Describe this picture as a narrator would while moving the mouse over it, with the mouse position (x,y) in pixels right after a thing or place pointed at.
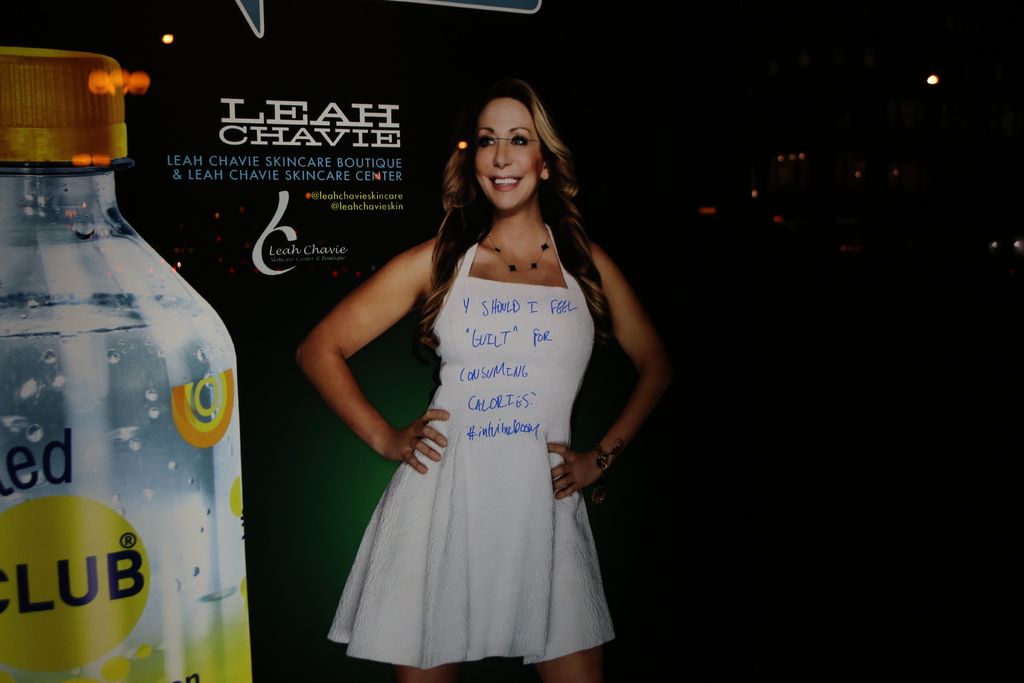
In this image, There is a woman (512,516) standing in the middle (484,324) and wearing a white color top (489,431) and in the left side (72,443) there is a bottle (88,385) which is in white and yellow color, In the background (801,515) there is black color.
